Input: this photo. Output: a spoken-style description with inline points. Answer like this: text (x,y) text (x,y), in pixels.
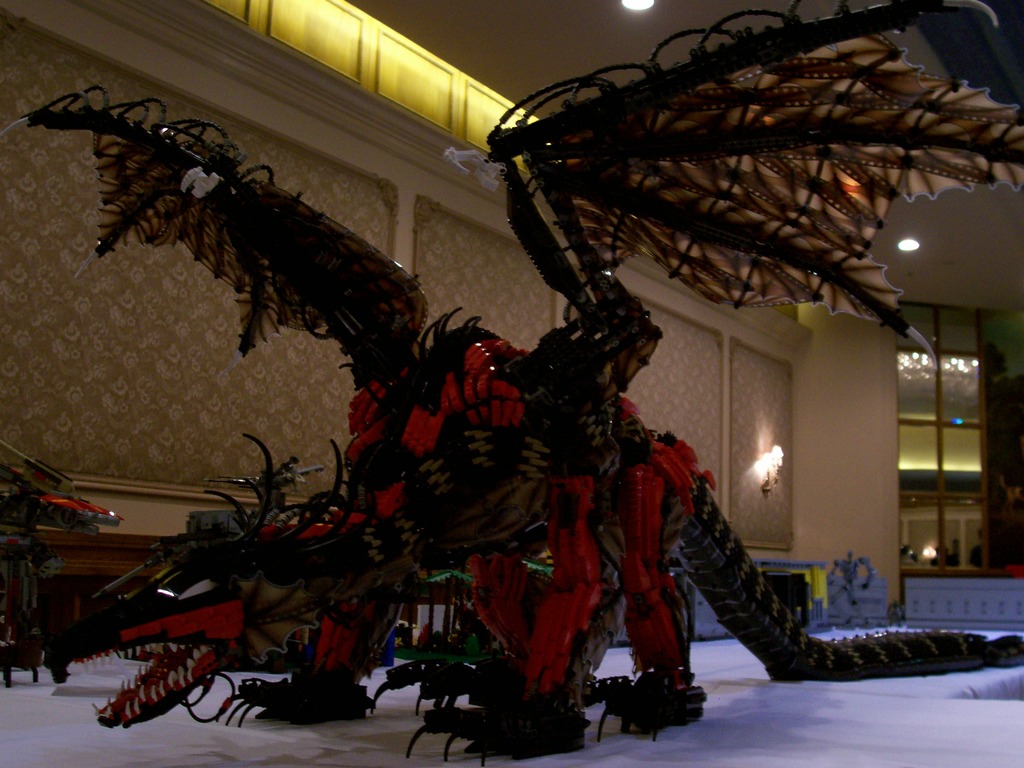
In this image we can see there is a depiction of a dragon (647,480). In the background (466,252) there is a wall (709,383) and a lamp (772,456) is hanging on it. At the top of the image (522,71) there is a ceiling (983,215).
